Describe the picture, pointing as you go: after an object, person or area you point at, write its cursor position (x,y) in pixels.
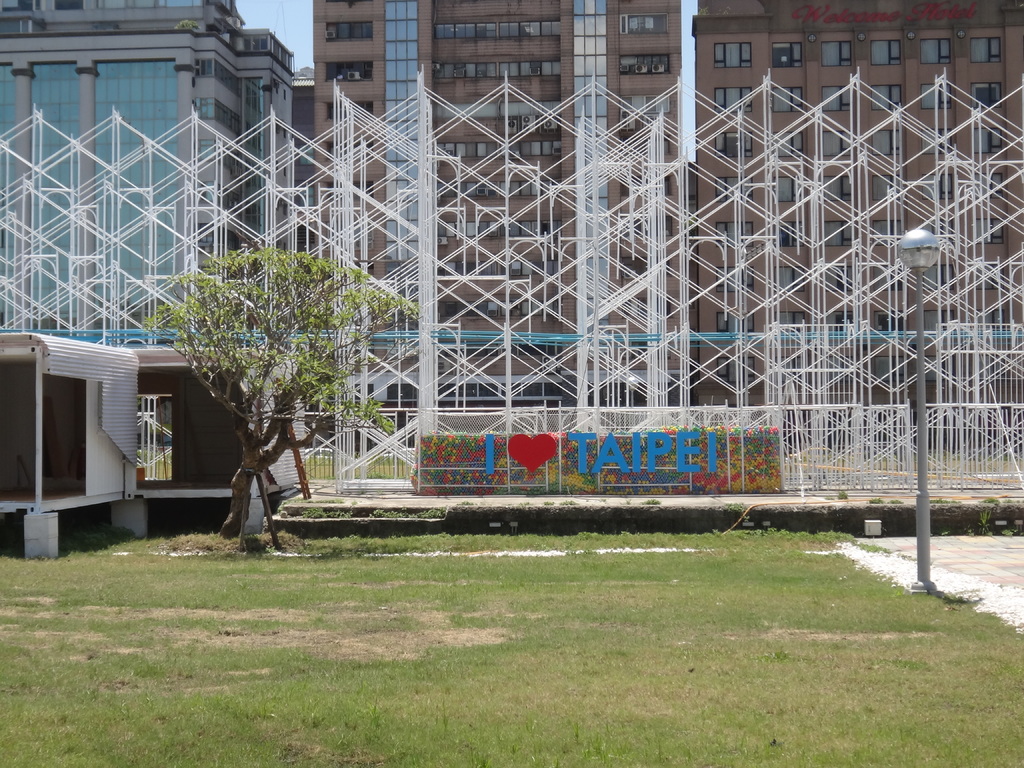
In this picture, we can see buildings (828,68), architecture (639,154) with metallic objects (433,265), and we can see ground (833,647) with grass (498,635), tree (220,362) and a pole (911,261) we can see some objects (211,422) on the left side of the picture (44,542), we can see board (769,445) with some text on it.
